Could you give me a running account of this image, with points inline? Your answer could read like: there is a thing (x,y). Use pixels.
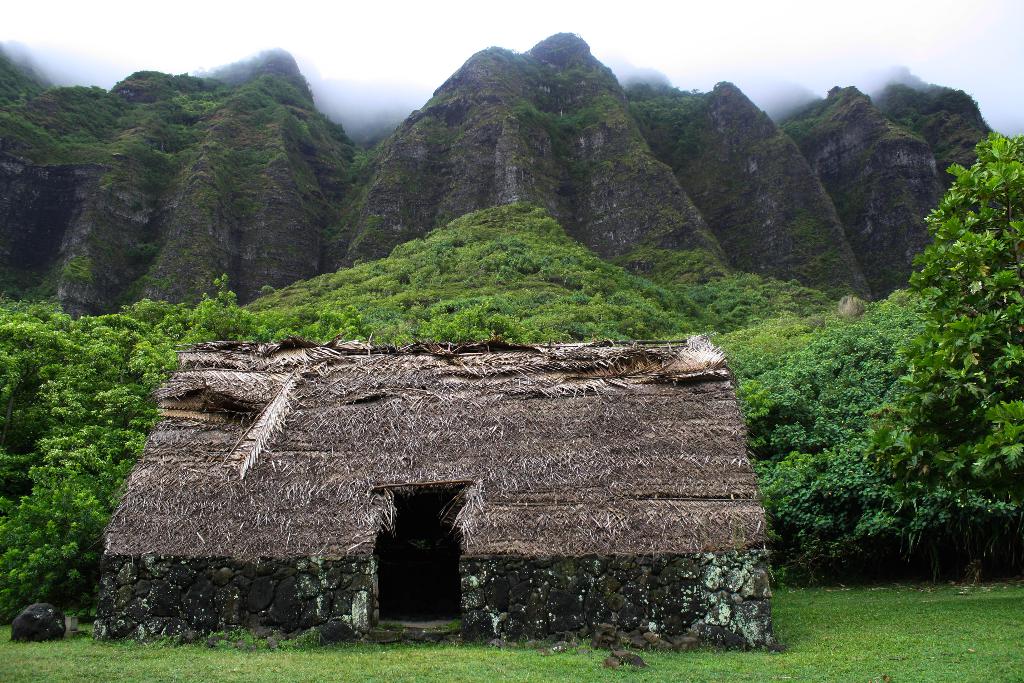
In this picture we can see a hut (471,612) on the ground (720,666) and in the background (815,565) we can see trees (834,501), mountains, sky (1014,104).
